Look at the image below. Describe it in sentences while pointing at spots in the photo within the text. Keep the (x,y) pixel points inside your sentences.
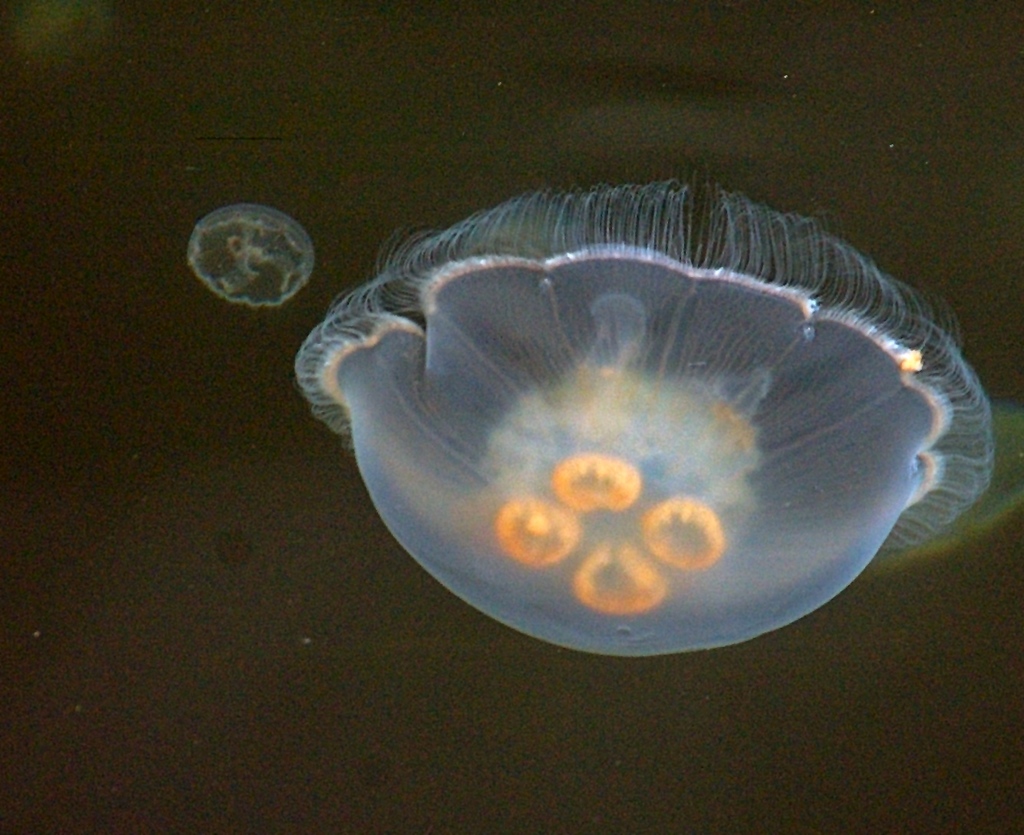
In this image we can see two jellyfish (540,381).
